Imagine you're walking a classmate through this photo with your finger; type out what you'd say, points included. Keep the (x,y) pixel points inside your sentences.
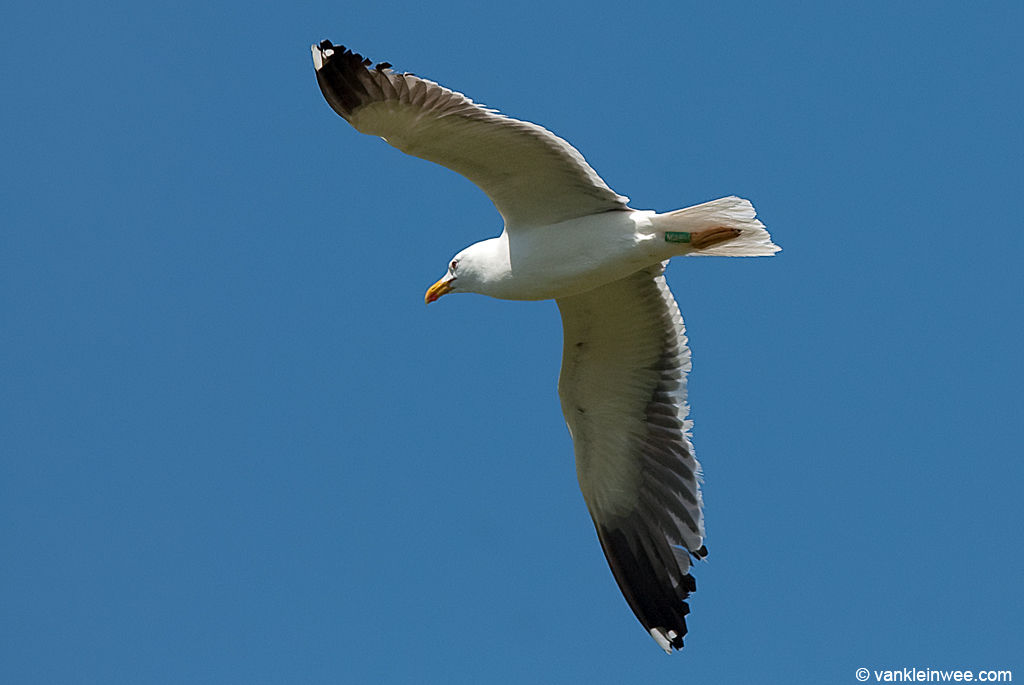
In the picture I can see a white color bird (560,374) is flying in the air (552,415). In the background (552,415) I can see the sky (476,227). On the bottom right of the image (930,668) I can see a watermark (903,667).
